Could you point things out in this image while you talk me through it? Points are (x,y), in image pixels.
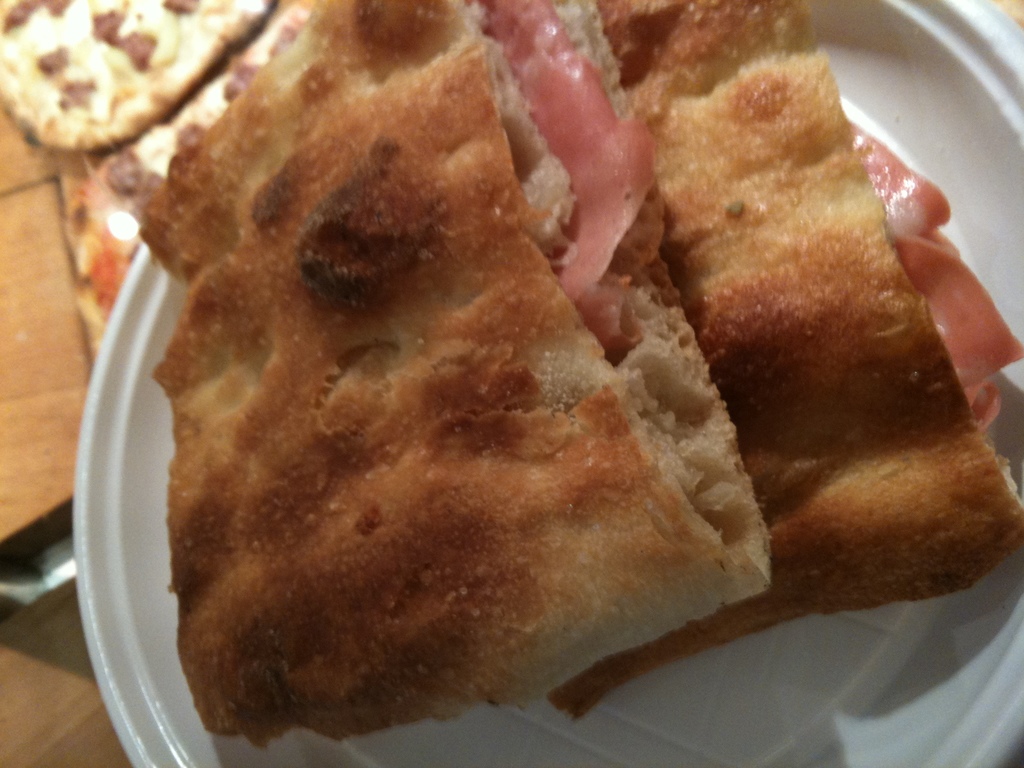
Here in this picture we can see some baked item (550,195) present on the plate (409,764) over there and behind it on the table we can see pizza pieces (35,125) present over there.
